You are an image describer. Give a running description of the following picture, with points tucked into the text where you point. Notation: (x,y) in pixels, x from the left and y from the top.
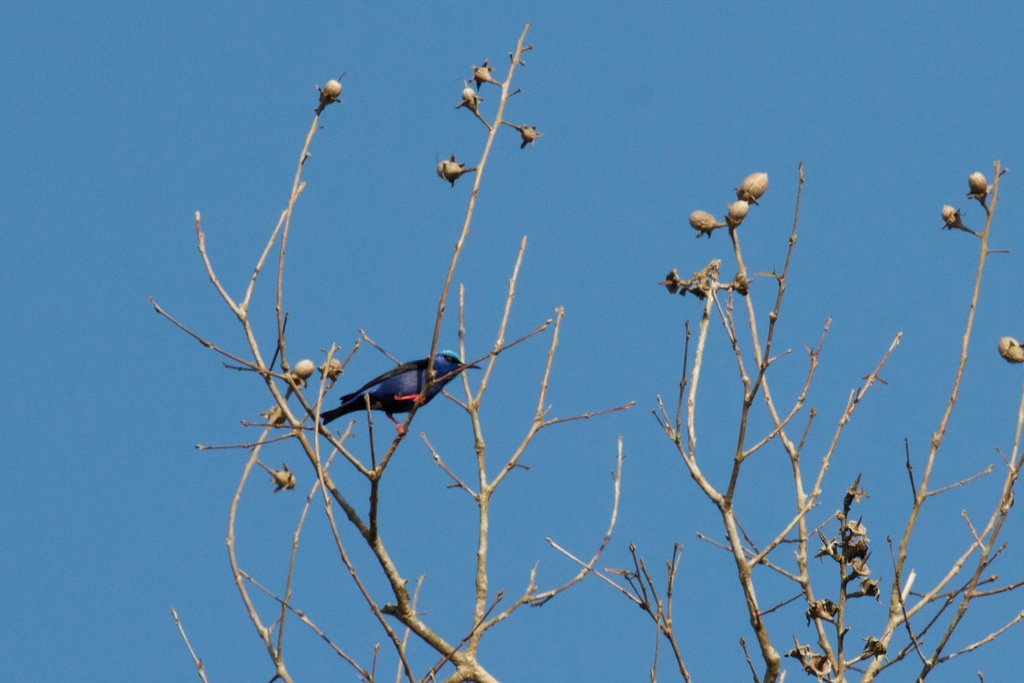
In this picture I can see the bird (447,366) on the tree (437,334). I can see the sky (480,225) is clear.
